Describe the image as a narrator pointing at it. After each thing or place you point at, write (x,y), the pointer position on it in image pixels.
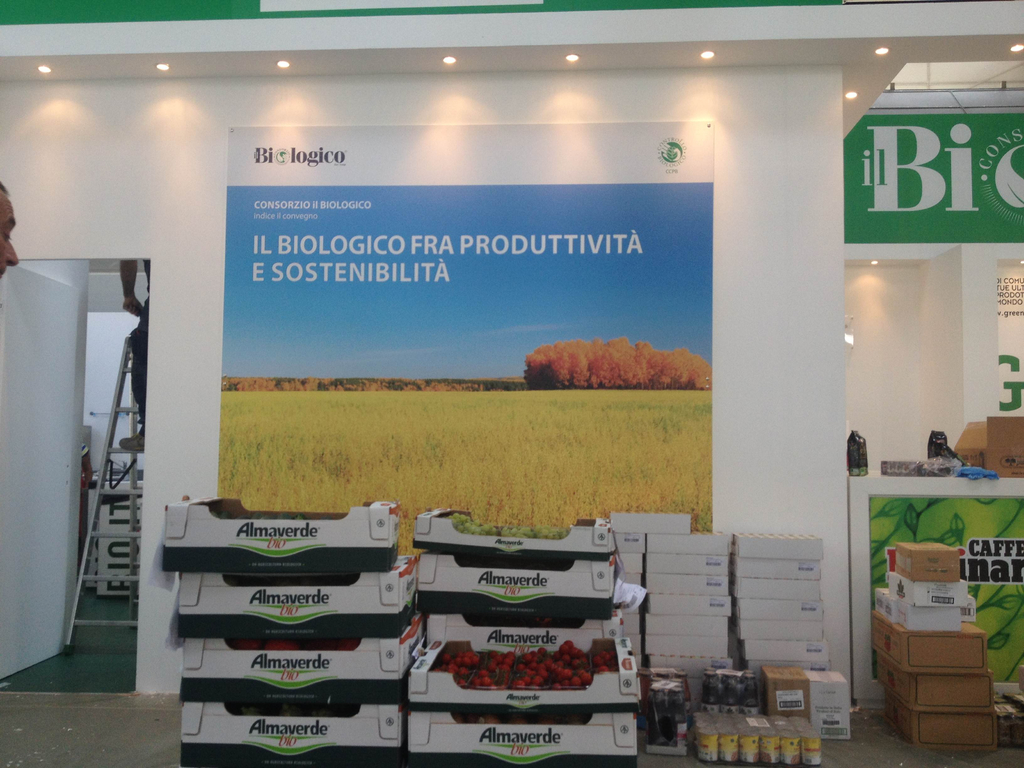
In this image we can see there is a poster board (583,318) on the wall (812,318), in front of that there are so many things (544,704).
